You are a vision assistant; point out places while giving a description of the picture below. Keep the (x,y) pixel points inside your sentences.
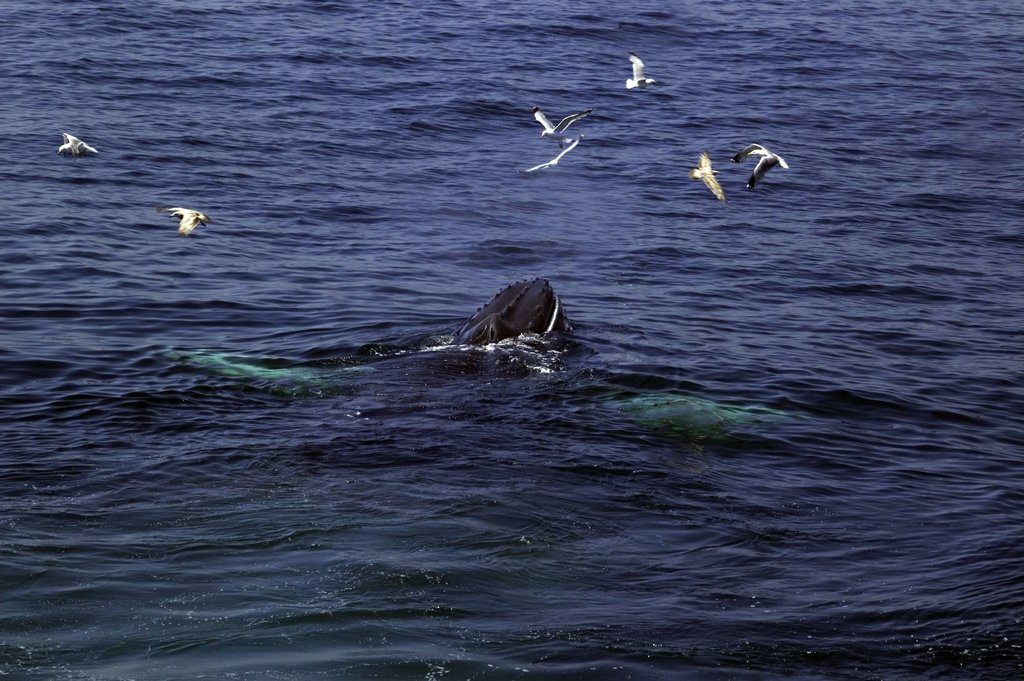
In this picture we can see water (663,567) at the bottom (634,602), we can see some birds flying here.
